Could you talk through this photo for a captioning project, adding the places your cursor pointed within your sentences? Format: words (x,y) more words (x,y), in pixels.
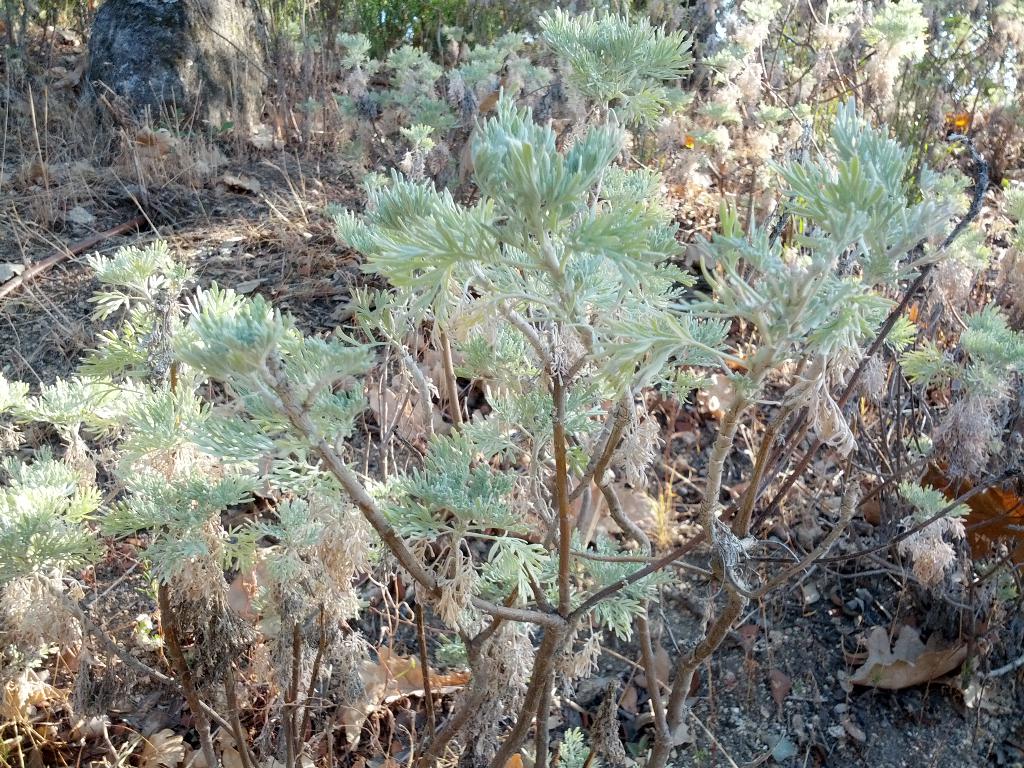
In this image we can see plants (718,440), dried leaves (475,710), and grass (85,154).
